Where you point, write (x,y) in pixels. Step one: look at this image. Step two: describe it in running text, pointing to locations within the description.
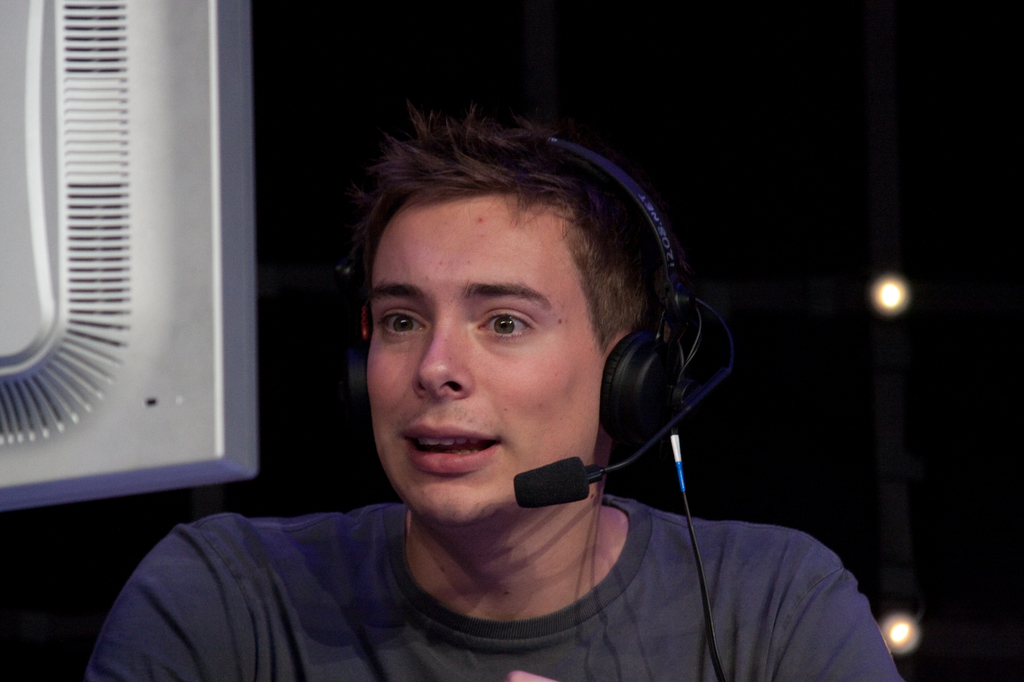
In this picture we can see a man (502,484), he wore a headset (622,189), in front of him we can find a monitor (192,249), in the background (896,621) we can see few lights (913,628).
